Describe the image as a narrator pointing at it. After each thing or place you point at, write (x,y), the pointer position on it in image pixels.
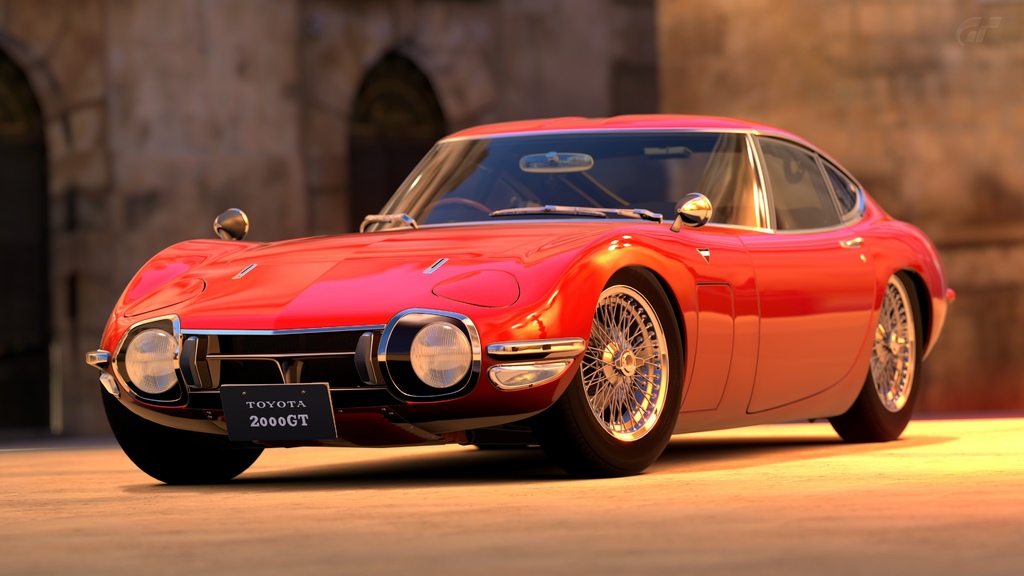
In the picture I can see a red color car (517,333) on the ground (512,509). The background of the image (260,166) is blurred.
